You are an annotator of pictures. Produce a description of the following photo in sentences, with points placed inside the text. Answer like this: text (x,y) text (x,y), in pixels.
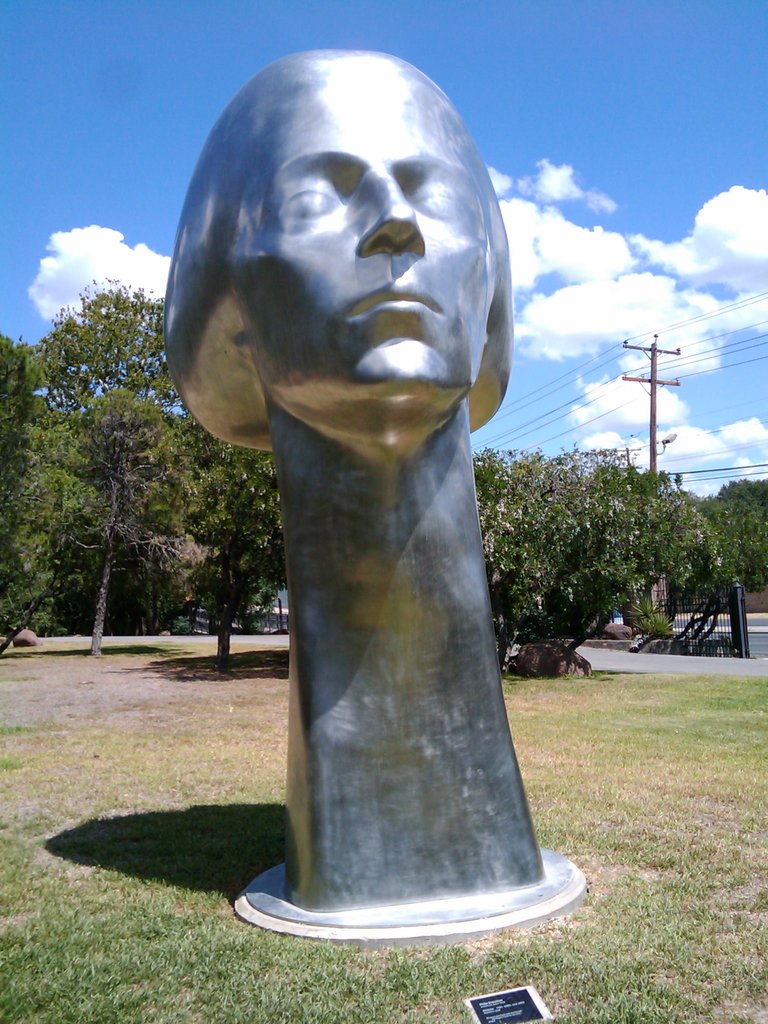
In this image I can see in the middle (360,474) there is the statue (337,479), at the back side (504,583) there are trees (498,571), on the right side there is an electric pole (658,336). At the top (654,182) it is the cloudy sky (632,218).
